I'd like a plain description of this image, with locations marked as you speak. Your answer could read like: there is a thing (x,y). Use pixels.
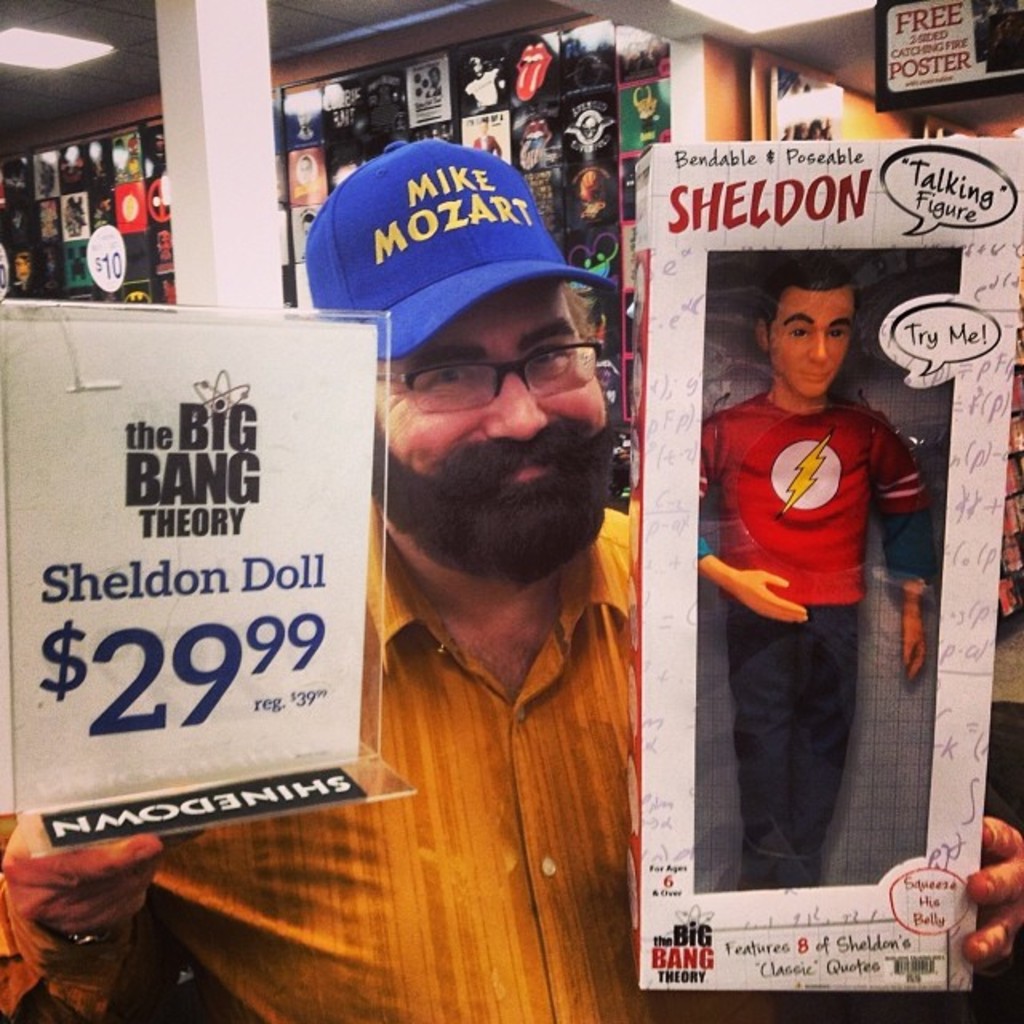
There is a man (443,490) smiling and wore blue cap (452,310) and spectacle (498,374) and holding board (237,494) and box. We can see doll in a box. Background (571,60) we can see posters (643,108), pillar (699,86) and boards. Top we can see lights (801,11).
